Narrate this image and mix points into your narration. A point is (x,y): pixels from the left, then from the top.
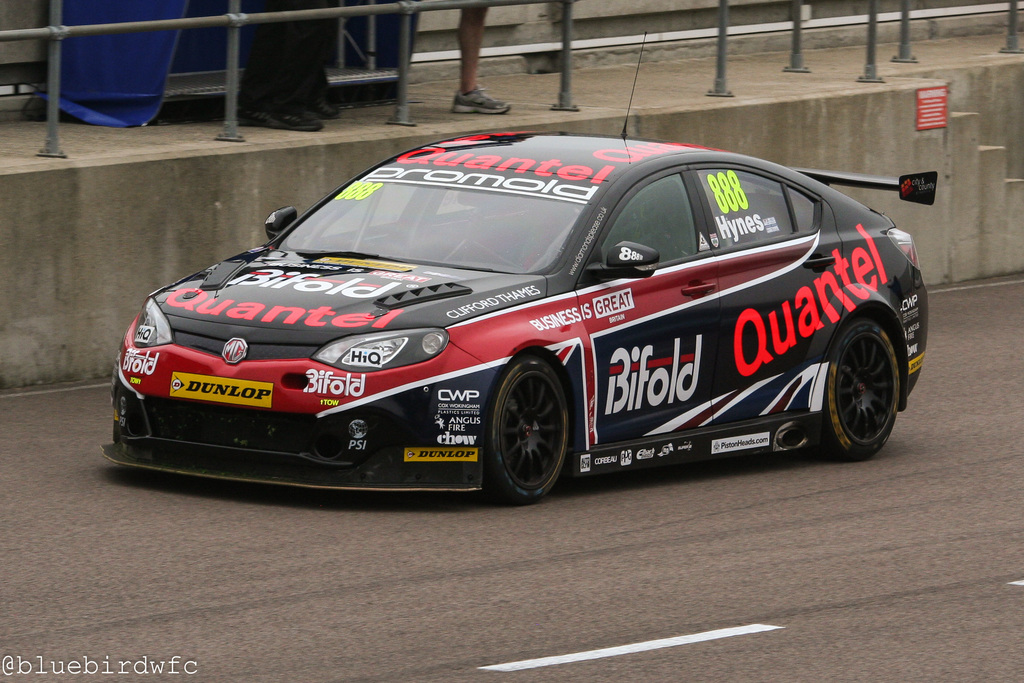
In this image, we can see a car (709,252) which is moving on the road (317,535). In the background (103,32), we can see metal rod (70,35), the leg (305,50) of a person (292,79) and a blue color cloth (126,41). On the right side (959,126), we can also see a staircase (972,139) and a road (103,487).
